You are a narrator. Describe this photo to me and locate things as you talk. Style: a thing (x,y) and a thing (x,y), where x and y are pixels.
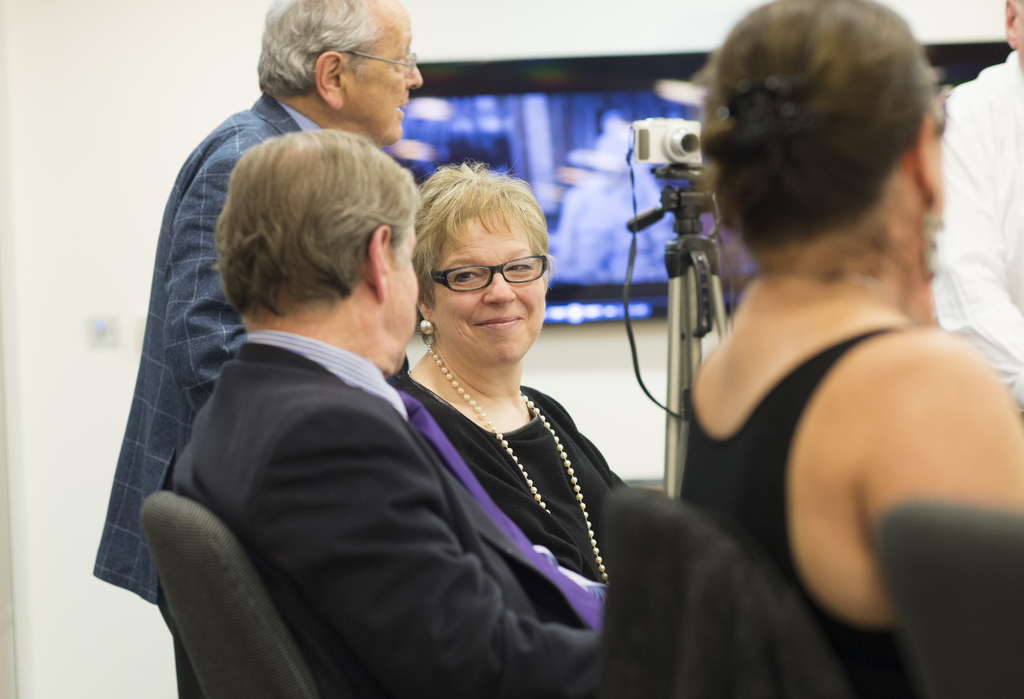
In this image, there are three persons (526,520) sitting on the chairs (889,531) and two persons (971,197) standing. I can see a camera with a tripod stand (700,238). In the background (536,127), there is a television (502,95) attached to the wall (161,49).
